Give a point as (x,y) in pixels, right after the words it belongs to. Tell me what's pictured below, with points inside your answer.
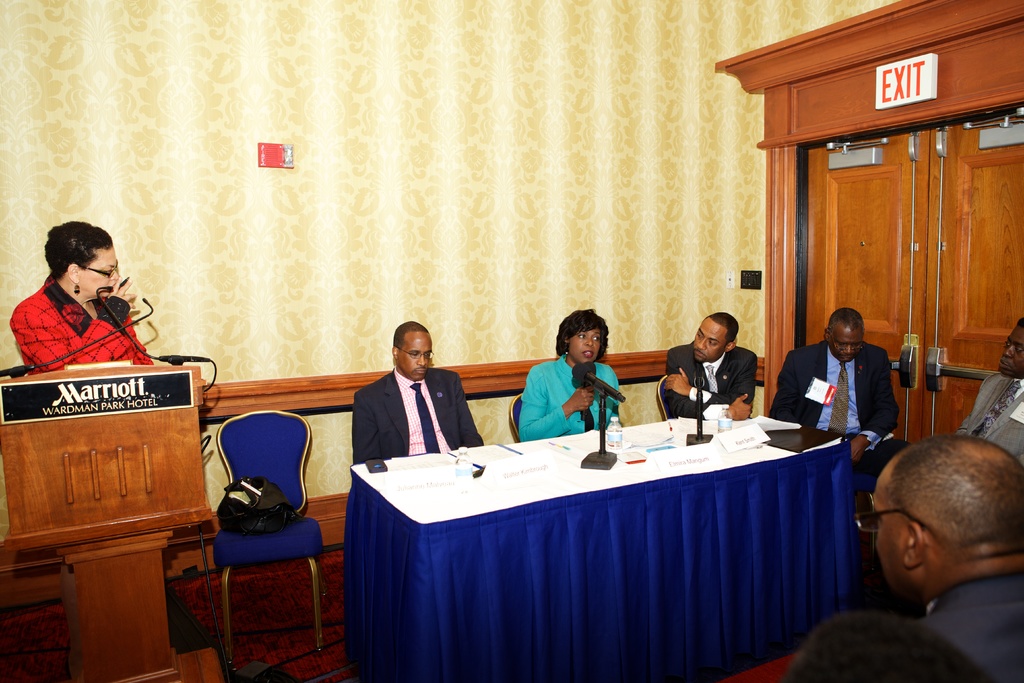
As we can see in the image there are walls (547,163), few people (596,363) sitting on chairs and a table (512,566). On table (596,434) there are microphones (697,403) and papers (678,460).
